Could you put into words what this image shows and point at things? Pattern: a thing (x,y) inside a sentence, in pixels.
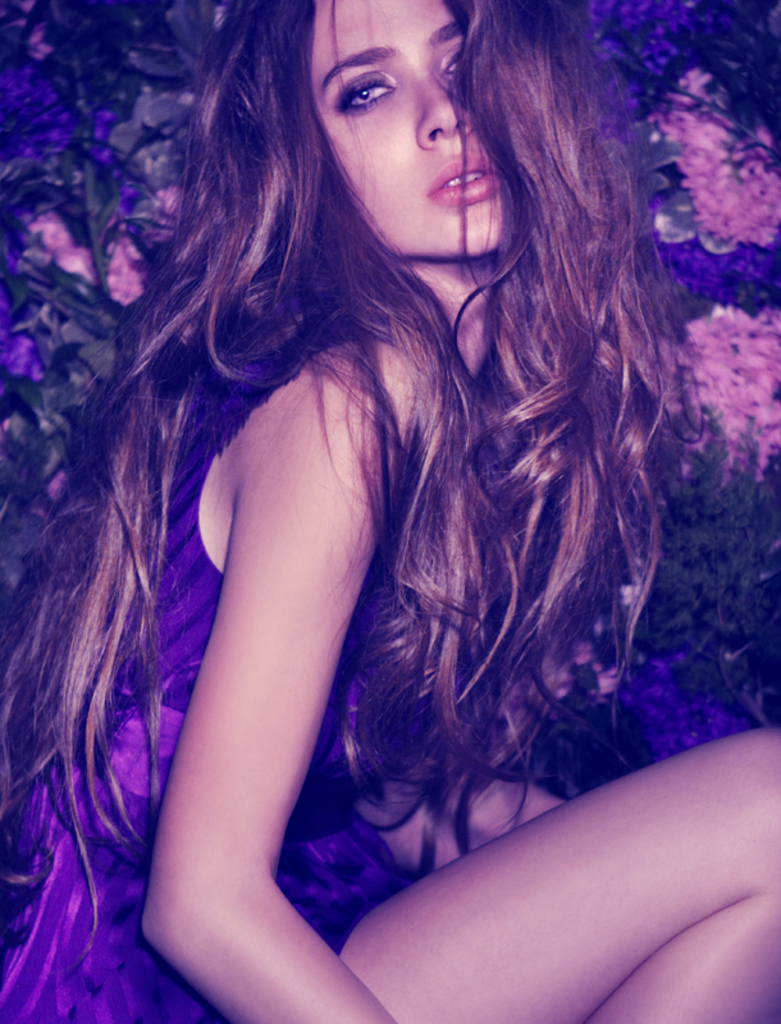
In this image we can see a women (534,959) and in the background (774,350) there are few flowers (748,320) and leaves (666,205).
